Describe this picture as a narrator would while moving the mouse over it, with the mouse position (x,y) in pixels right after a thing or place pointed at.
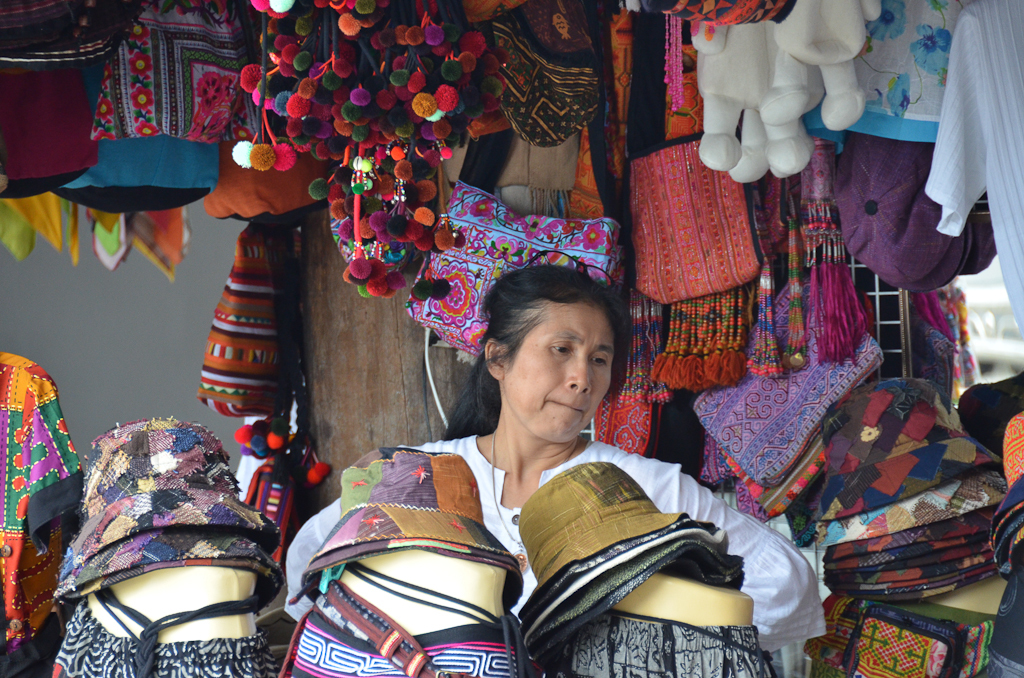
In the middle of the picture (537,451), we see a woman (519,500) in the white dress (504,536) is standing. In front of her, we see bags (354,592) and hats (224,527). Behind her, we see many bags (701,220) are hanged. This picture might be clicked in the shop (559,449).
